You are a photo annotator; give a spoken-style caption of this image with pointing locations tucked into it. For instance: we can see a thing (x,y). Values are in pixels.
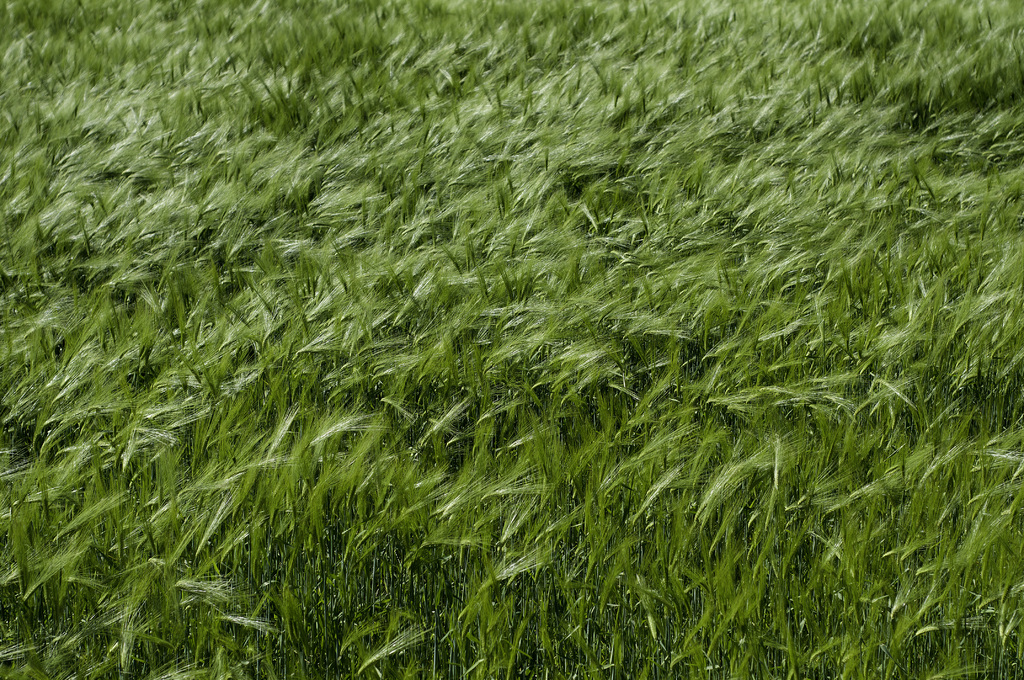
In this picture I can see there are plants (562,522) and they have stems (316,553) and leafs (995,231). They are in green color.
